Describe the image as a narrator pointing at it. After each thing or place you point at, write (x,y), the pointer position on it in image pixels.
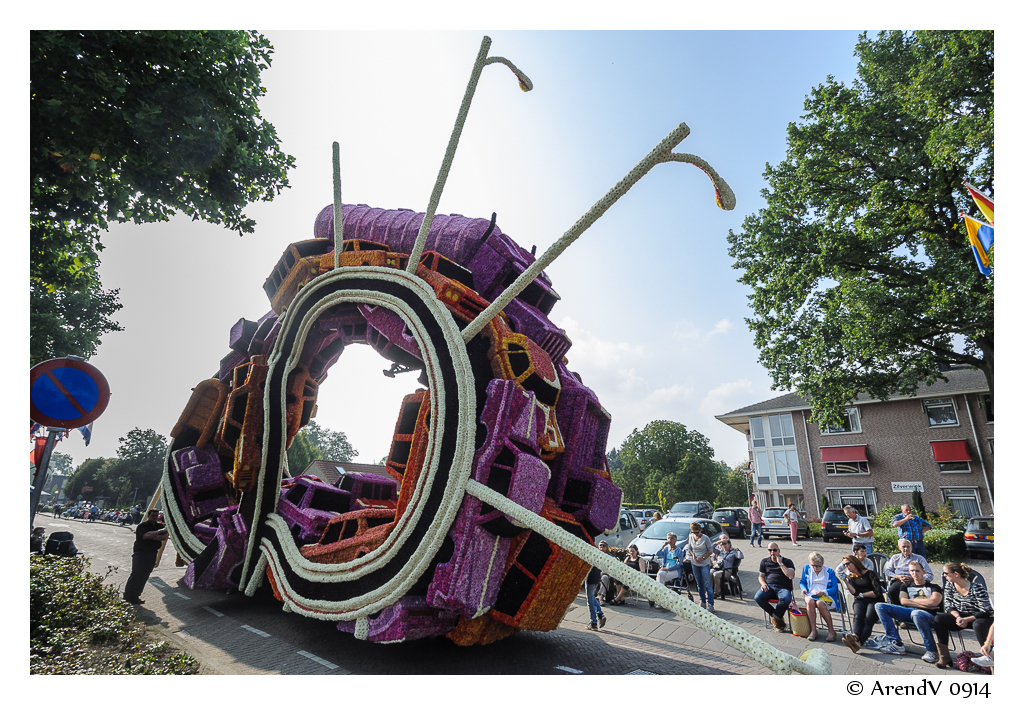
In this image we can see big purple orange color object (471,495) is kept in the middle of the road (663,660). Right side of the image (925,629) people (894,608) are sitting on chairs (732,579) and standing. Cars (836,537) are present. One building (818,442) is there and one tree (876,300) is there. Background of the image (115,485) trees (114,468) are present. Left side of the image (59,389) one sign board (66,375) and tree (73,184) is present.
